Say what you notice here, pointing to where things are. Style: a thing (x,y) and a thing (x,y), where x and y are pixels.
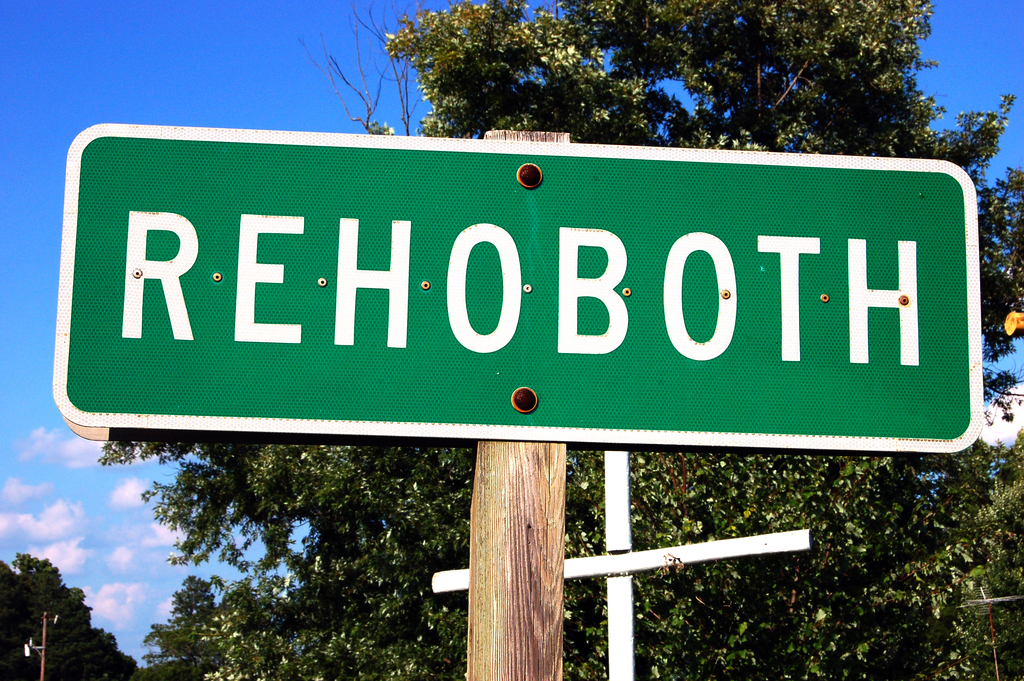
It is a sign board (731,325), there are trees (528,30) back side of this. At the top (228,73) it's a blue color sky (224,74).
